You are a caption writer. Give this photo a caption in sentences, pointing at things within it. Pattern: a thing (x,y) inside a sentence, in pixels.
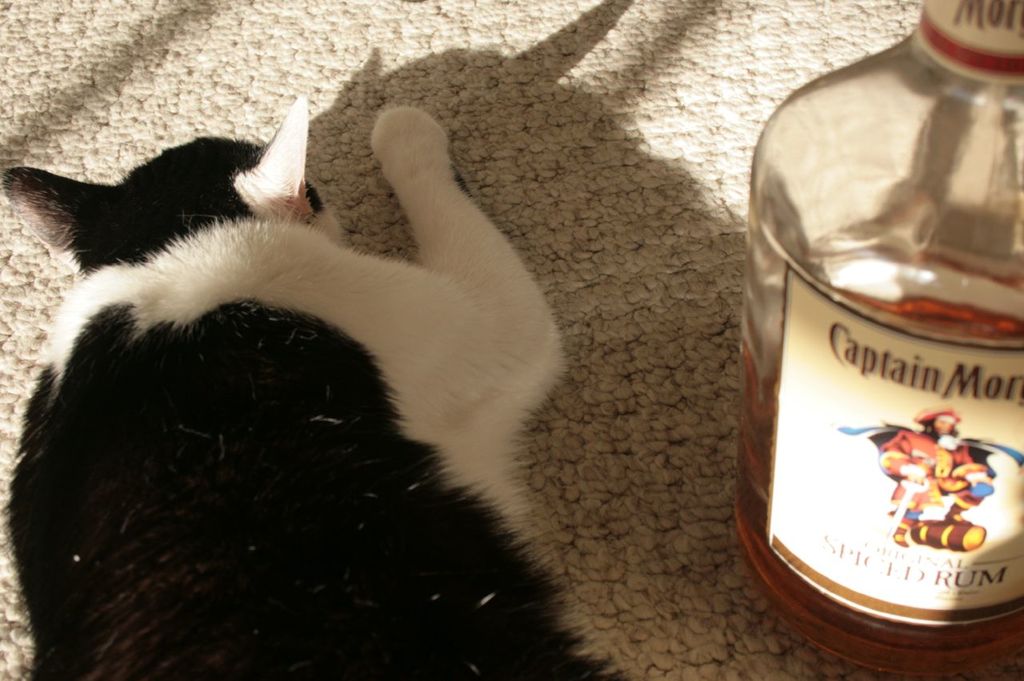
In this image there is a cat (235,338) laying on the mat (617,214) and at the right side (882,307) there is a bottle (916,472).
